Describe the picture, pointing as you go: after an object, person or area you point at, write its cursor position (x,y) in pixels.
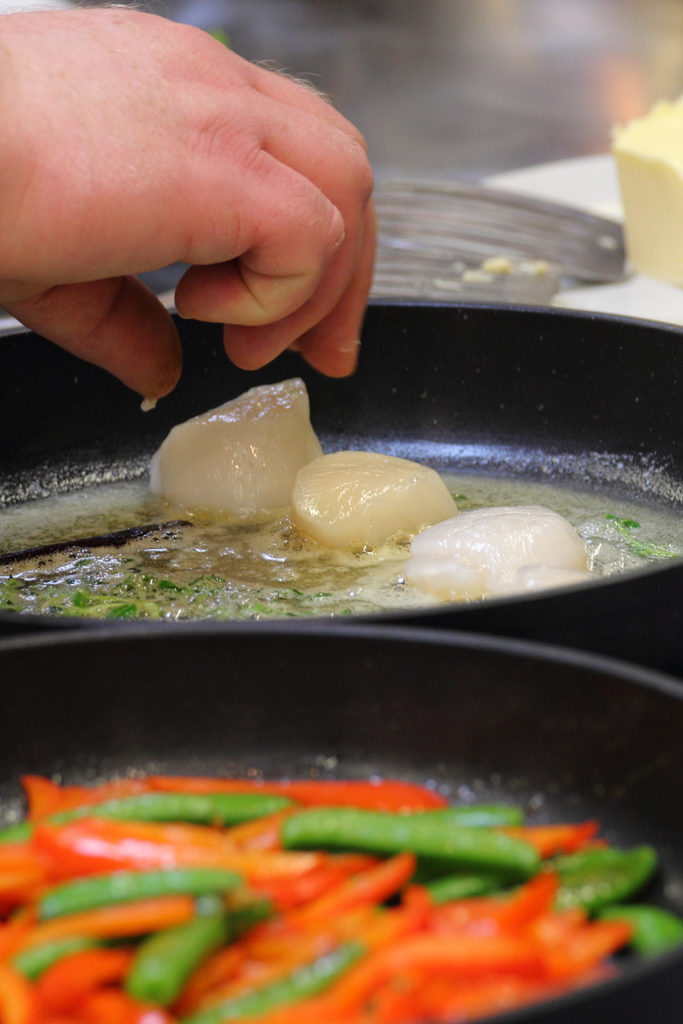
In this image in front (59,930) there are food items (224,878) in the pan (524,455) and we can see a hand (205,201) of a person (293,259). There is butter (668,113) on the table (578,201).
